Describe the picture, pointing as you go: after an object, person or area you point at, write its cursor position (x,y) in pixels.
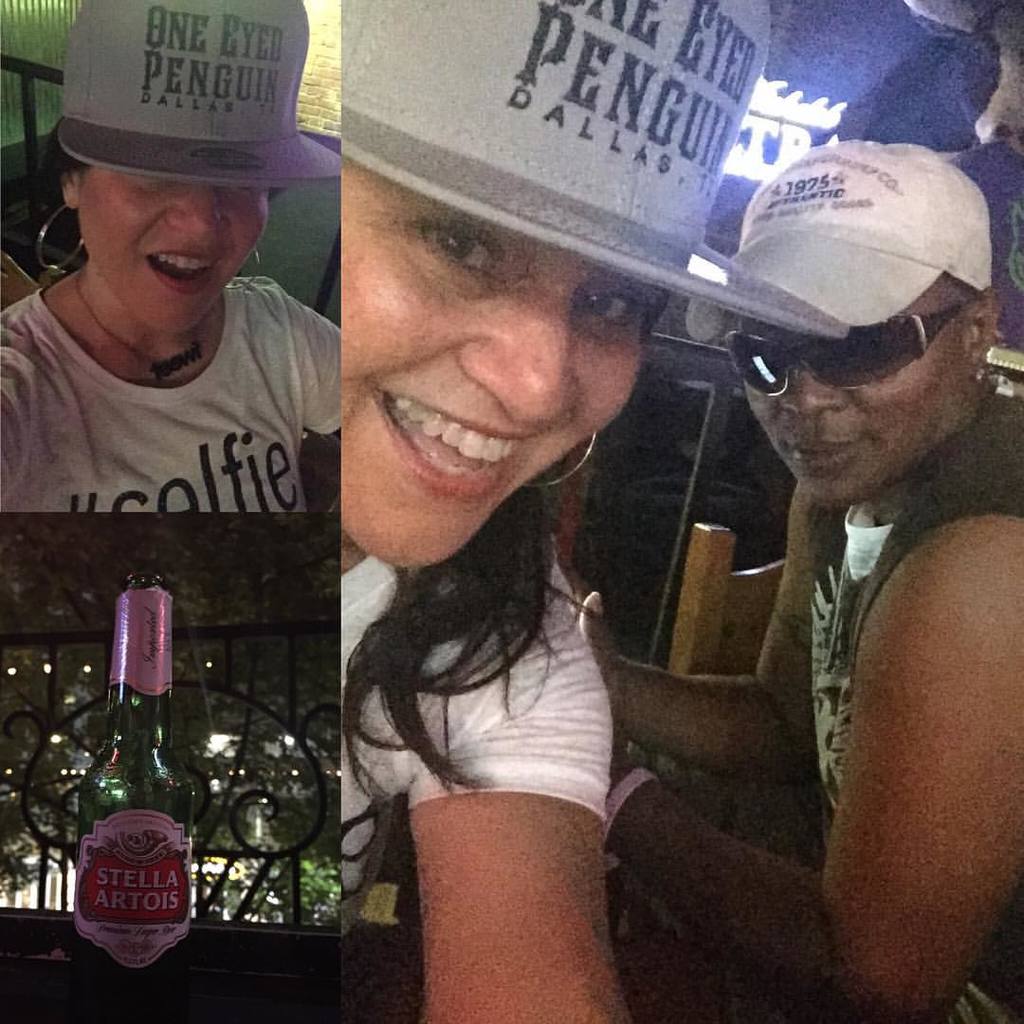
In this picture, we can see a collage image, we can see two people (935,386), bottle (176,786), black color metallic objects (293,692), we can see chair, table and in the background (798,147) we can see the wall (701,423) with a text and lights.
